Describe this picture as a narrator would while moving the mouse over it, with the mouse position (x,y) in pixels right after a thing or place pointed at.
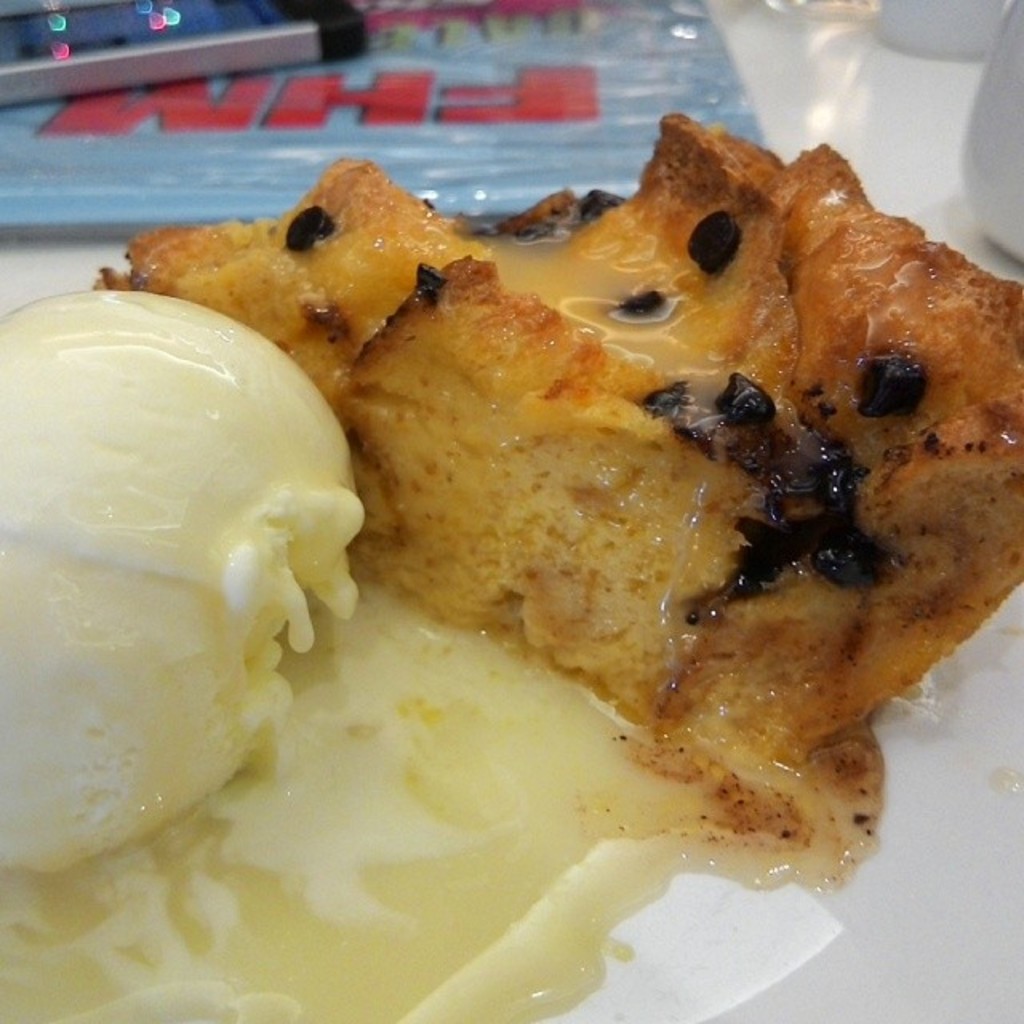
This image consists of an ice-cream scoop (134,612) along with bread (617,445) kept in a plate (681,896). Are kept on a table (945,126). To the right (999,145), there are bowls (970,122). In the background (669,69), there is a sheet (273,103).
